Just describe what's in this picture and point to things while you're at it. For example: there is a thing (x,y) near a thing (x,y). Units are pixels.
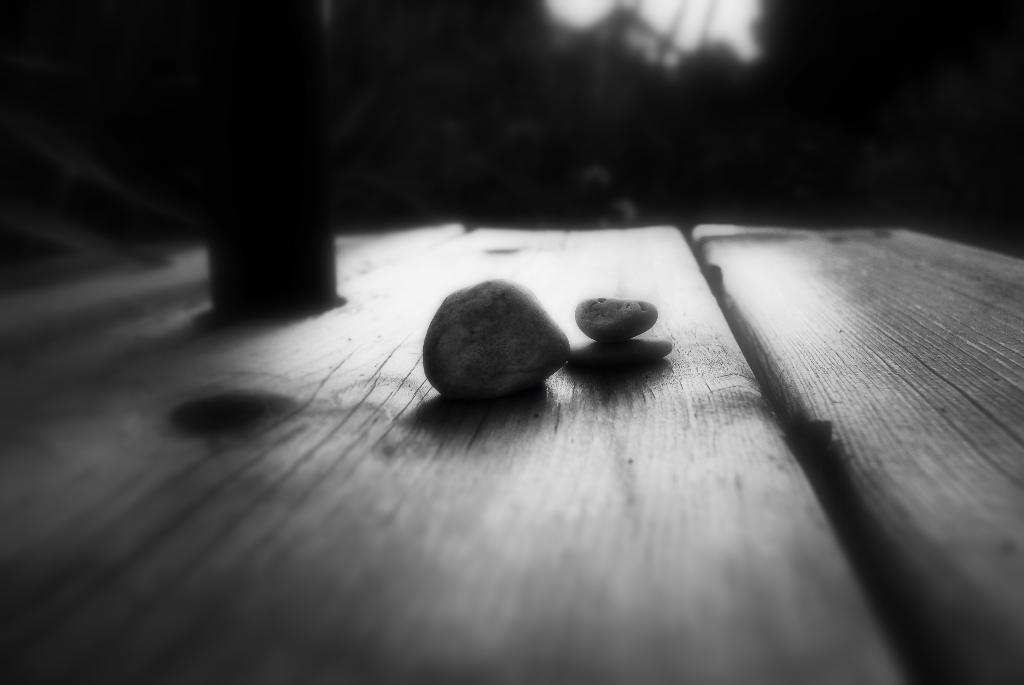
This picture seems to be clicked outside. In the foreground (546,398) we can see the three objects (580,323) seems to be the rocks (520,359) placed on the top of the table (784,401). The background of the image (962,169) is very dark and there are some items (628,212) in the background (190,141).
